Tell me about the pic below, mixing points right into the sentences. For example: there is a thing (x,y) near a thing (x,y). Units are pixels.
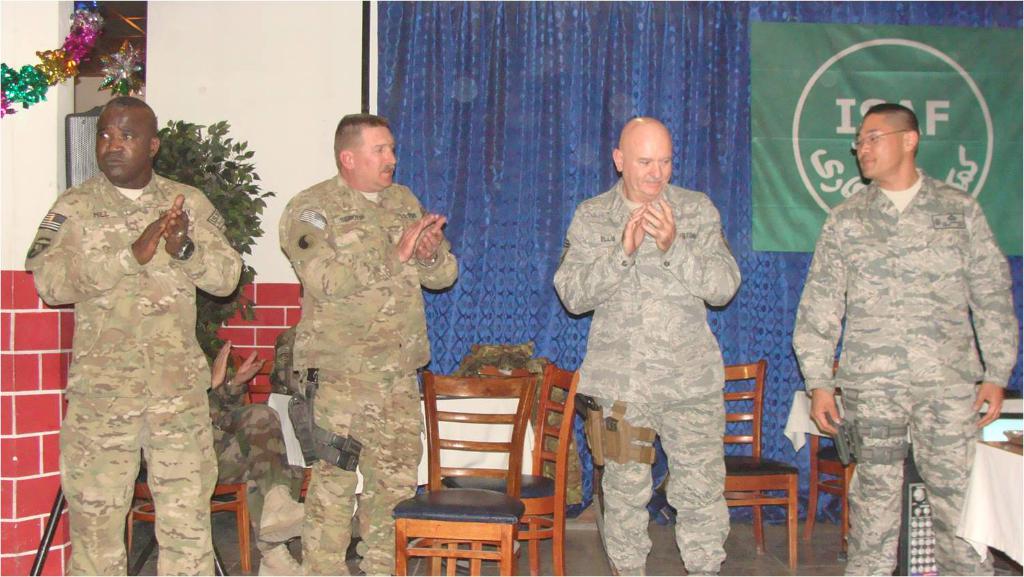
These four persons (364,300) are standing. These three persons (109,248) are clapping. A banner (762,174) on curtain (430,126). These person (246,416) is sitting on a chair (221,494). Beside this person (240,394) there is a plant (236,210). We can able to see chairs (759,457) and table (986,477). These persons (339,357) wore military dress (397,344).
